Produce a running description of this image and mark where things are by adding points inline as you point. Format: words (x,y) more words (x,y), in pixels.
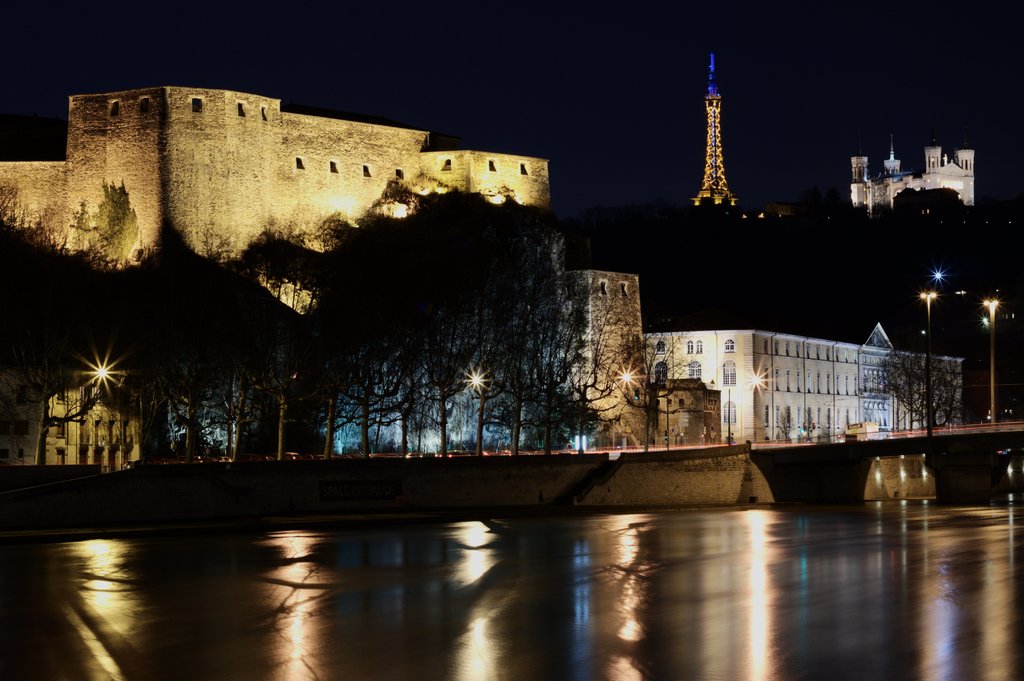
In this image in the center (384,346) there are some buildings (955,359), trees (573,361), poles (929,357) and lights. In the background (720,216) there are some trees (930,222) tower (711,89) and buildings (854,206), at the bottom (458,600) there is a river (870,569) and some lights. On the top of the image (464,78) there is sky (343,79).
